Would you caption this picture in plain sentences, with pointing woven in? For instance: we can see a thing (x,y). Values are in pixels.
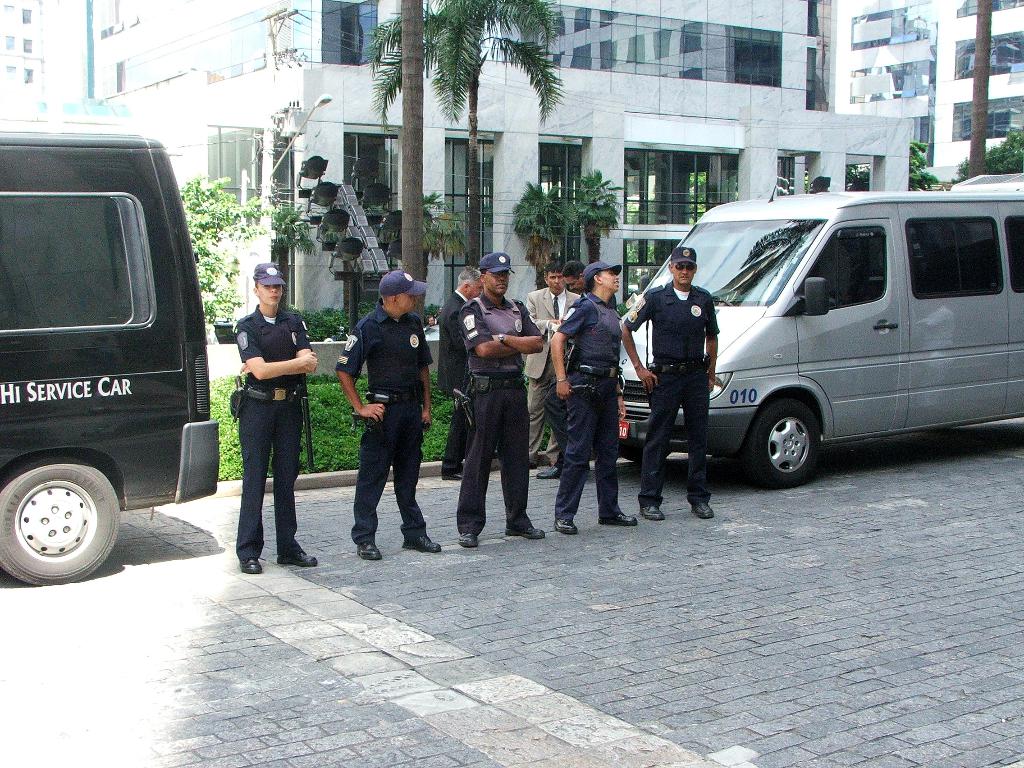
This completely an outdoor picture. This is a road (678,668). There are two vehicles (855,317) with the persons (480,287) in between. In front of the picture we can see five persons (472,452) standing in a sequence in a police attire (365,484) wearing caps (492,269). Behind these persons (494,287) there are persons (550,287) standing and talking to each other. On the background of the picture (764,57) we can see three buildings (765,54) with glass windows (762,71). This is a branch (974,85).
